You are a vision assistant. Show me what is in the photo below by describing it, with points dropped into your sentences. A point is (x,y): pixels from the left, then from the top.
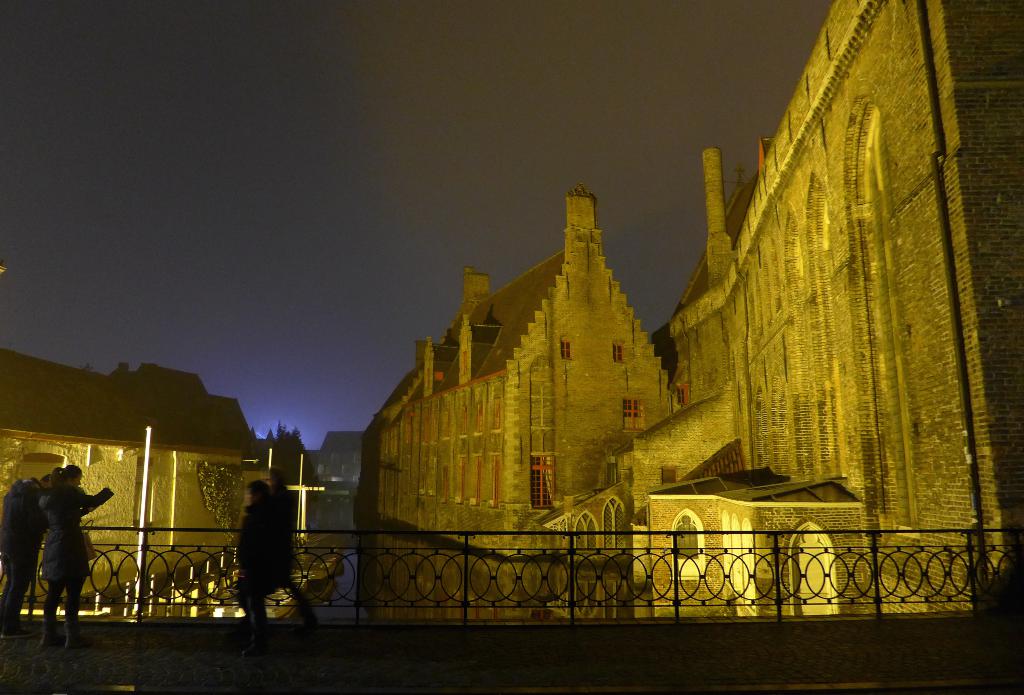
In this picture there is a brown brick building (505,400) with roof tiles (512,314). In the front (109,575) there is a metal grill (651,580). On the top (411,203) we can see the sky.
